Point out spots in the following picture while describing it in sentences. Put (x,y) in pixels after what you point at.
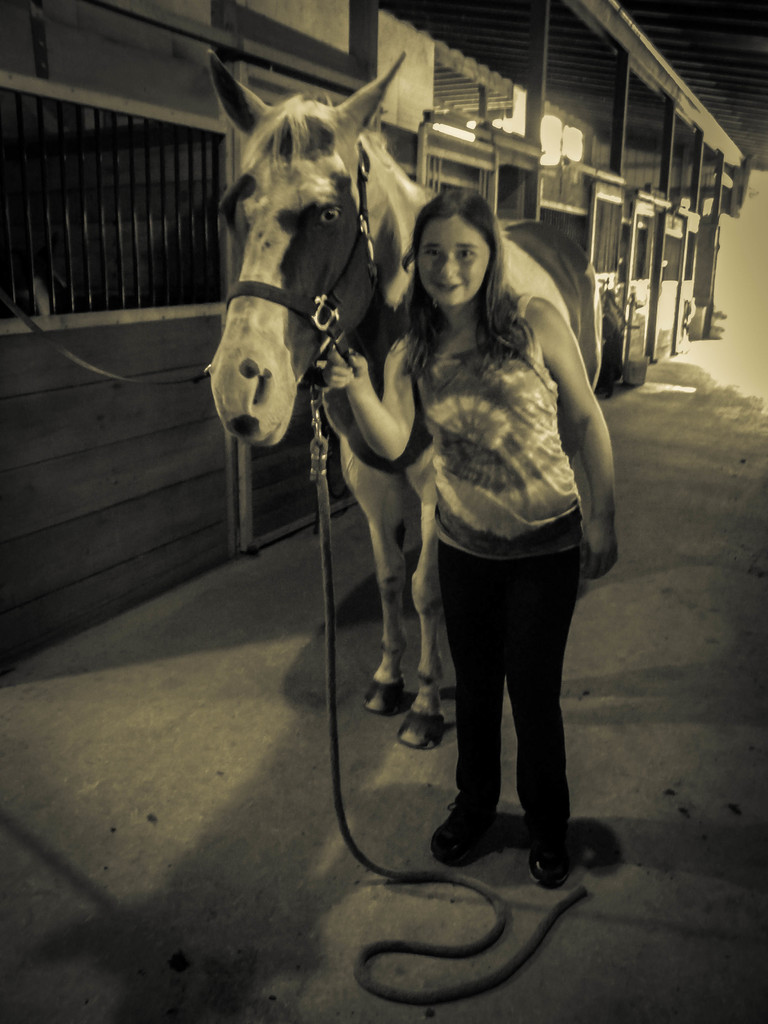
This is a black and white picture. The woman (444,420) is holding a belt (324,355) behind the woman (449,403) there is a horse (329,277). Background of this woman (423,308) is a shed (131,187).
